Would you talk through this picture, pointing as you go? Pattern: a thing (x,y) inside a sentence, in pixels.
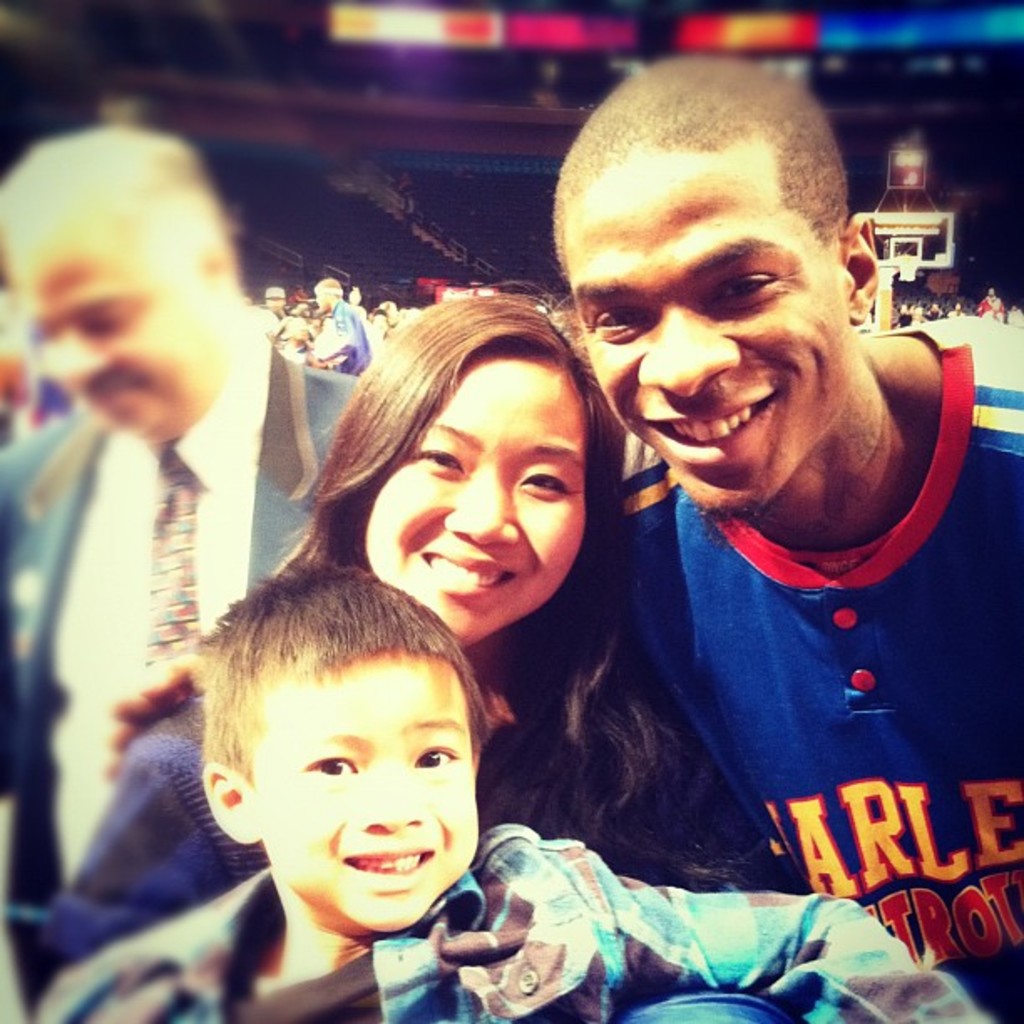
Here in this picture, in the front (594,538) we can see a man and a woman (456,527) and a child (220,732) present over a place (984,270) and we can see all of them are smiling and behind them we can see another person (231,487) in blurry manner and in the far we can see other people (391,329) also standing and on the right side (918,253) we can see a basket ball court (936,250) present and we can see lights (852,32) in blurry manner.
